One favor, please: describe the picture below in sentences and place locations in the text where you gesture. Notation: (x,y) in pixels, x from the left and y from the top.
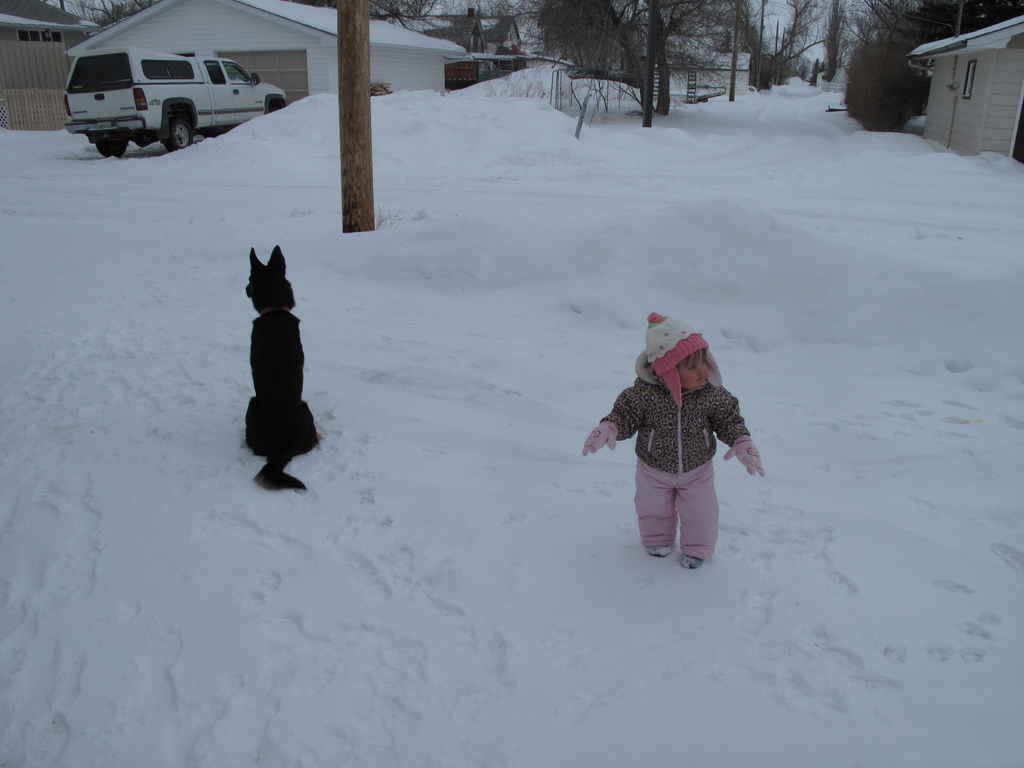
There is one dog (263,296) and a kid (711,541) present on a snowy ground (420,341) as we can see in the middle of this image (442,280). There is a vehicle (233,62), trees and houses (262,41) are present at the top of this image (317,56).
